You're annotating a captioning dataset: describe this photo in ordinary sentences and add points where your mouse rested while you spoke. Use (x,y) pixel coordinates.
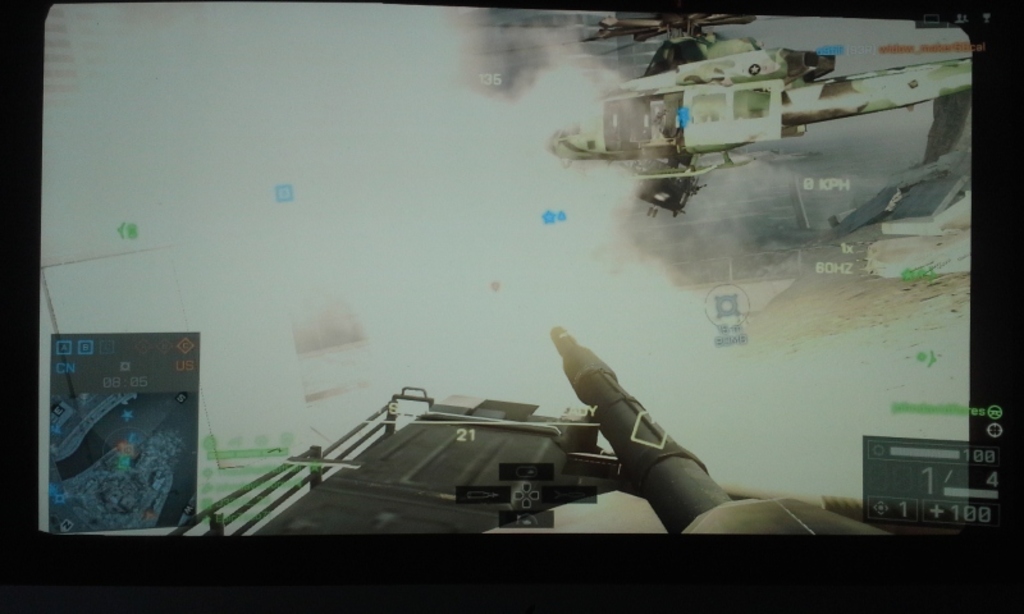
This is an animated picture. In the foreground (403,438) we can see a machine (588,462). At the top (763,118) there is an aircraft (778,86) flying in the air (872,115). In the background (887,201) there are some items (939,165) and we can see the text (967,408) and numbers (990,476) on the image.
